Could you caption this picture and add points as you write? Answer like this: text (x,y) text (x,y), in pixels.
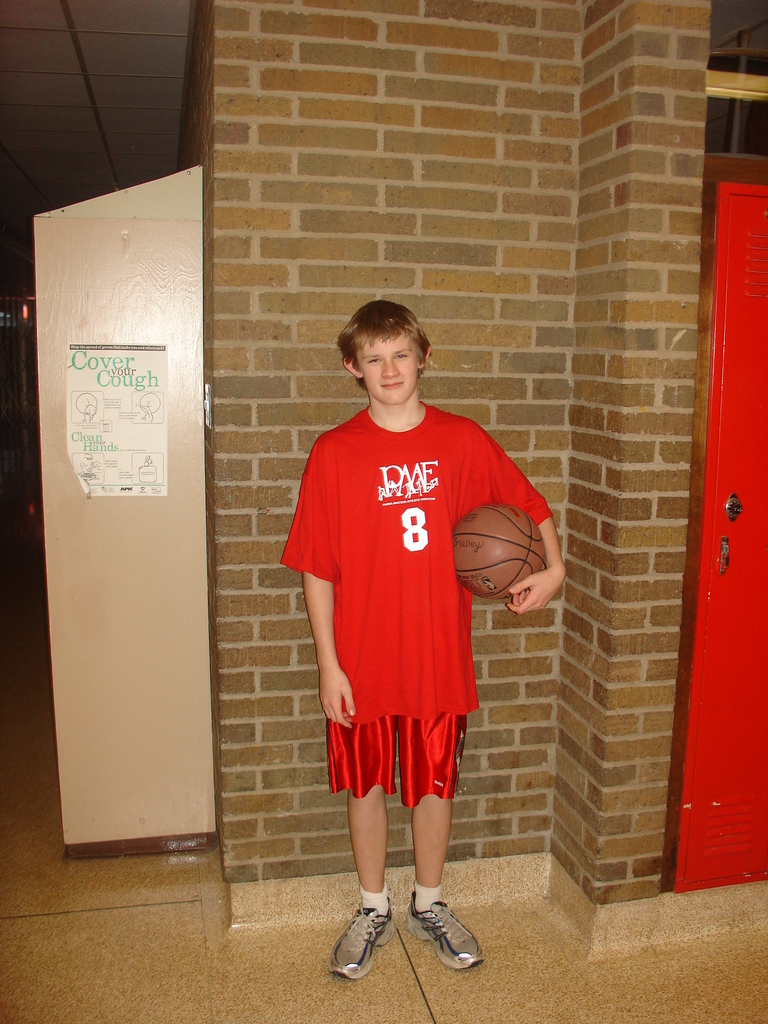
In the center of the image (415,646) we can see a man (397,729) wearing a red dress (421,635) holding a ball (492,587). On the right (724,308) there is a door (725,296). In the background (467,242) we can see a wall (338,157). On the left (179,681) there is an object (179,545).
